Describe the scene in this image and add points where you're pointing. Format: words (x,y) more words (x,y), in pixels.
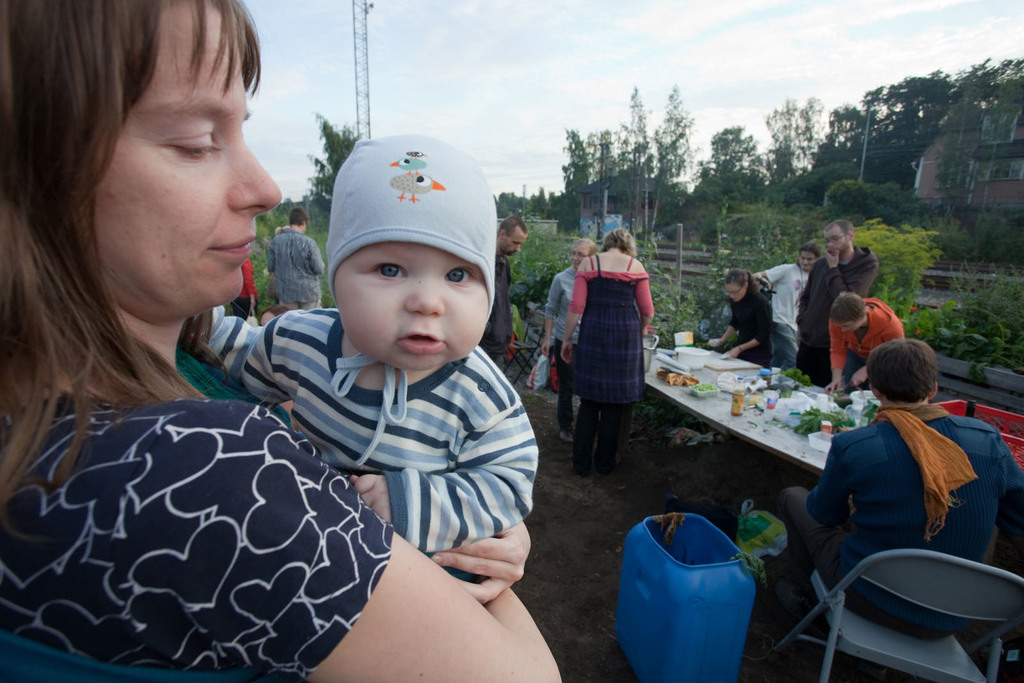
As we can see in the image there is a sky (498,70), current pole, trees (626,155), railway track (674,246) and few people (404,517) standing and sitting here and there and there is a chair (882,634) and table (698,399). On table (769,417) there are glasses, bowls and spoons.
